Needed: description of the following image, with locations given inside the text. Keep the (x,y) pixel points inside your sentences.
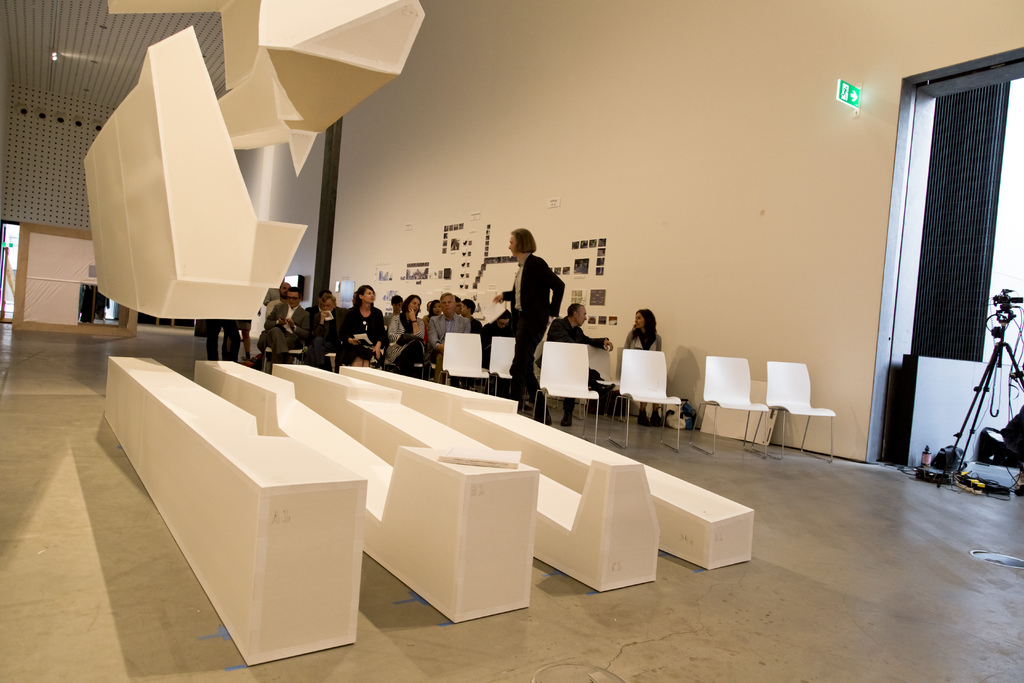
In the image we can see there are people (406,322) wearing clothes (385,328) and they are sitting on the chair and some of them are standing. Here we can see chairs (662,388), camera stand (1000,328) and cable wires (997,389). Here we can see bag (937,460), floor (790,642), wall (756,257) and light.
